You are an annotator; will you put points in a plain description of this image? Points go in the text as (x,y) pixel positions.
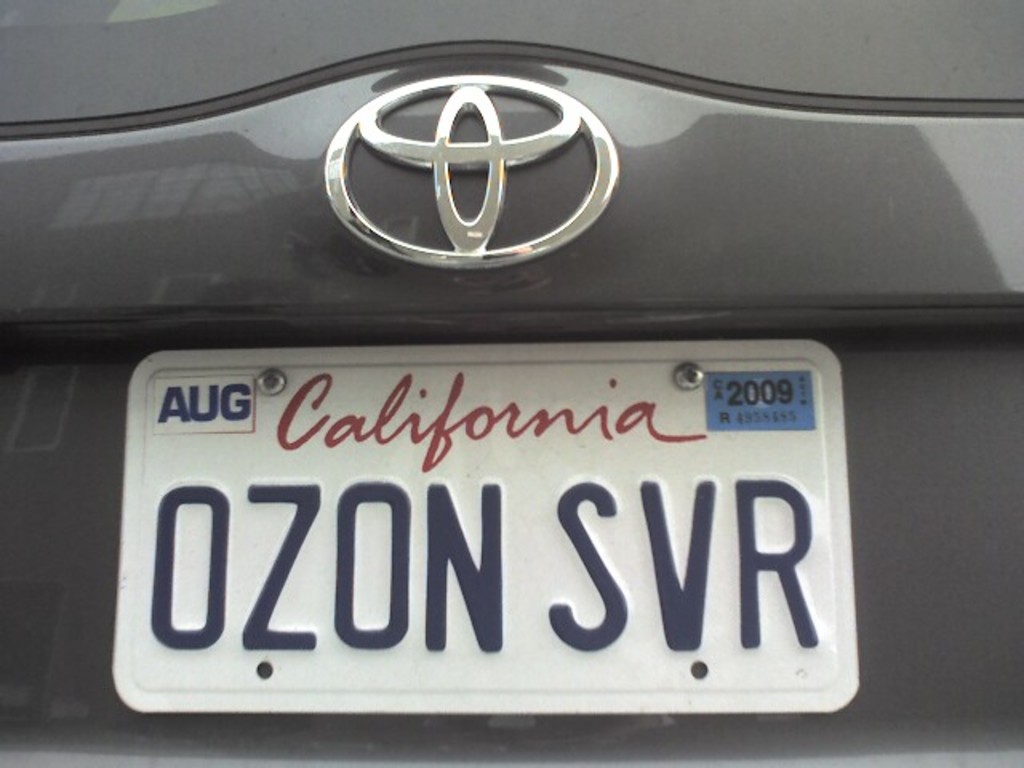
In this image there is a car (325,752) with a number plate (285,462) on it and there is a text (440,550) on the number plate (447,534).
